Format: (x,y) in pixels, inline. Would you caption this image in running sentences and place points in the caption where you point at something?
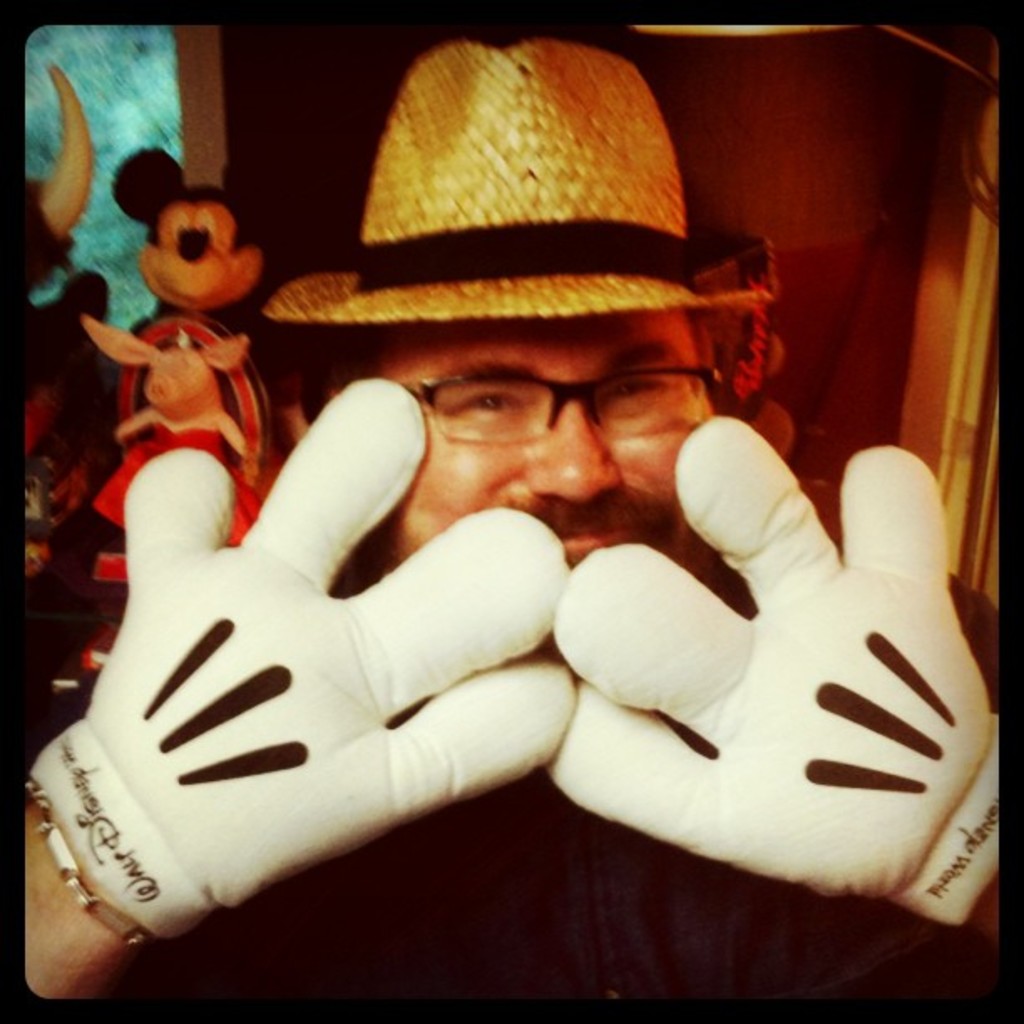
In this picture there is a man (490,414) wearing white color gloves (450,765) in the hand (724,795) and cow boy cap (480,150), smiling and giving a pose into the camera. Behind there is a mickey mouse toys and brown color wall (828,209).
